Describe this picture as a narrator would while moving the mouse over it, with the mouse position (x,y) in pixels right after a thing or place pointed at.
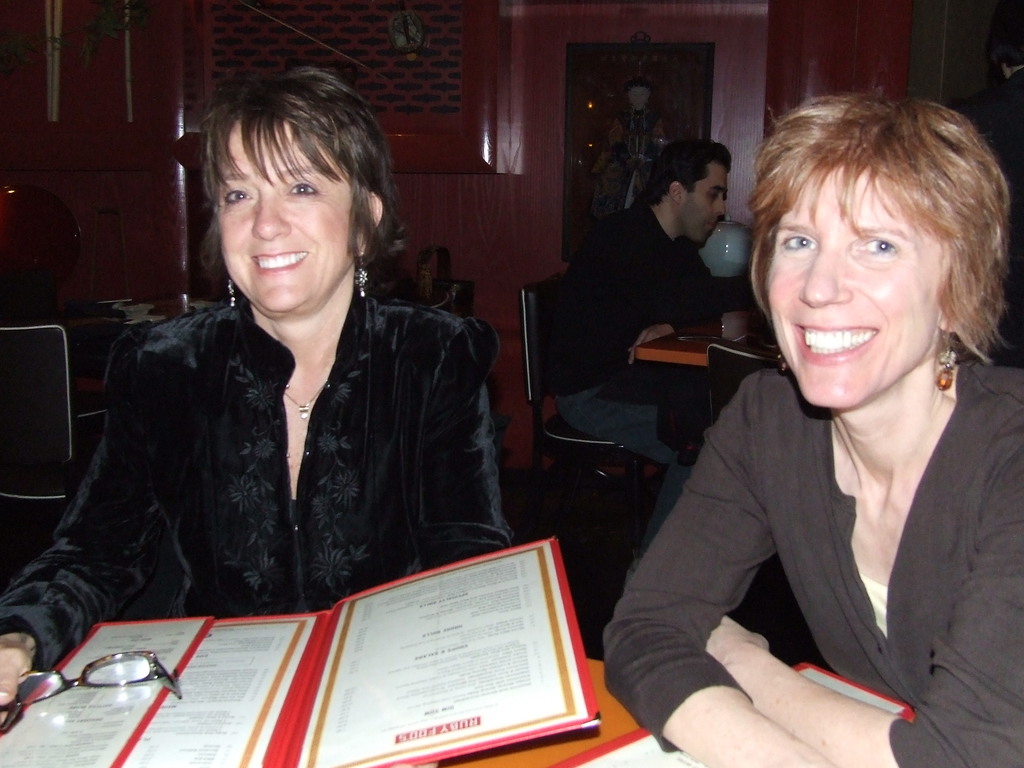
There are two women (845,325) sitting in front of a table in the foreground area of the image (101,479), it seems like menu (371,662) and spectacles (156,658) on the table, there are other people (615,361), frame (637,126) and other objects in the background (598,178).
